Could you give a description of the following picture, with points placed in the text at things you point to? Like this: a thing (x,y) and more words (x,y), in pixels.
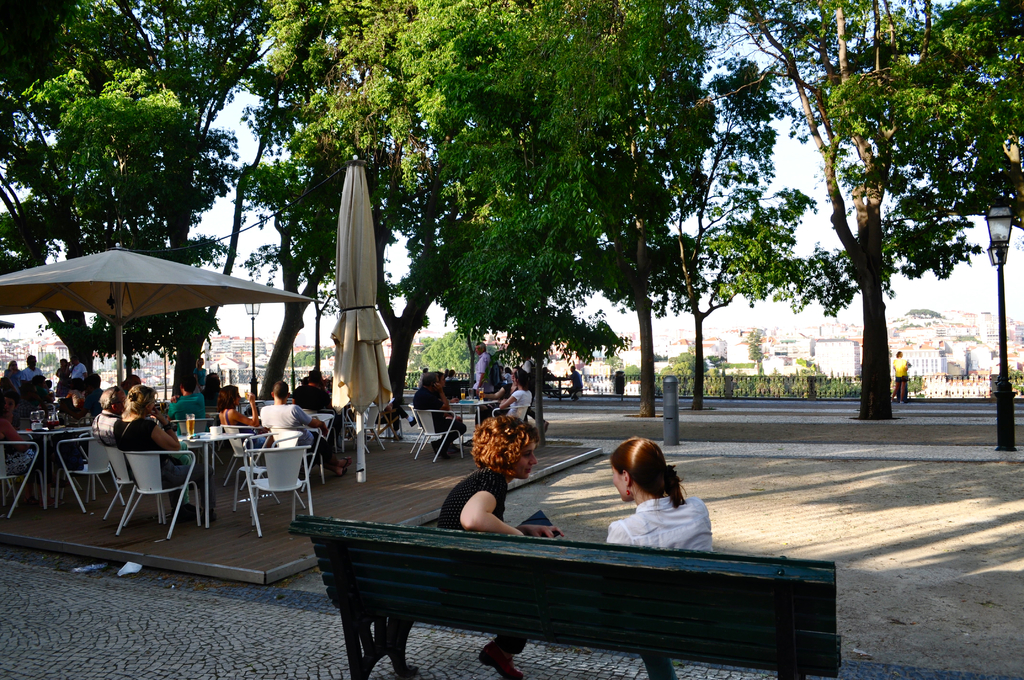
This picture shows few trees (647,186) and few people (487,435) seated on the chairs (432,437) and bench (296,522) and we see a umbrella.
